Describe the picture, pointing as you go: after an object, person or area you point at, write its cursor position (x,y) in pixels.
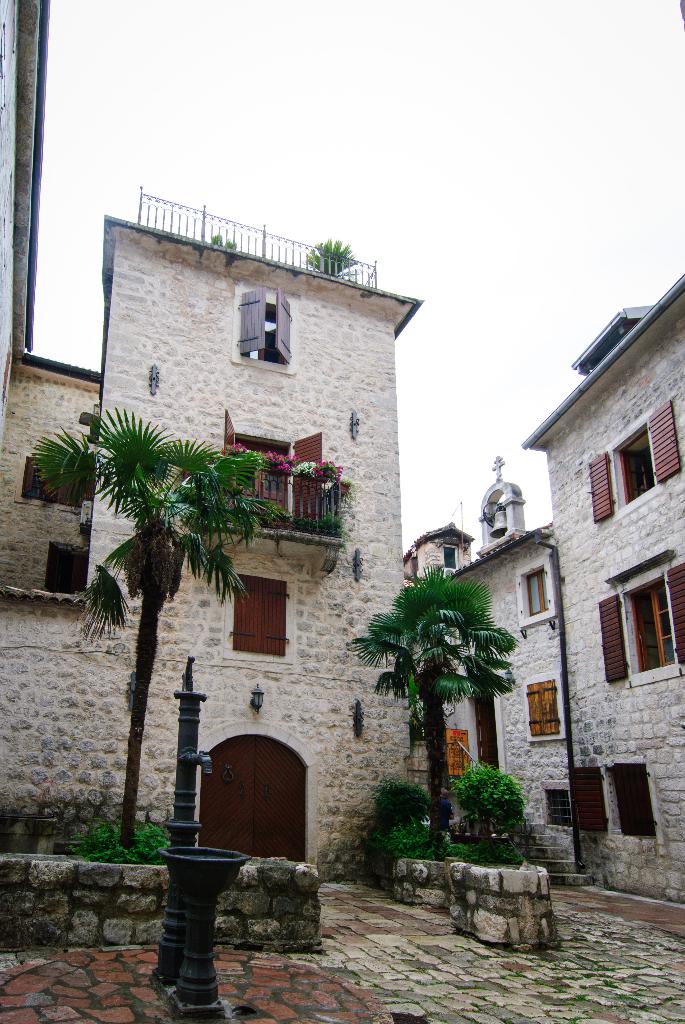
In the picture we can see a house building (262,681) with door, windows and railing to it and near to the building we can see some plants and some show trees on the path (674,945) beside the building (324,638) we can see another building (615,705) with windows (528,688) to it and in the background (285,167) we can see a sky (312,198).
